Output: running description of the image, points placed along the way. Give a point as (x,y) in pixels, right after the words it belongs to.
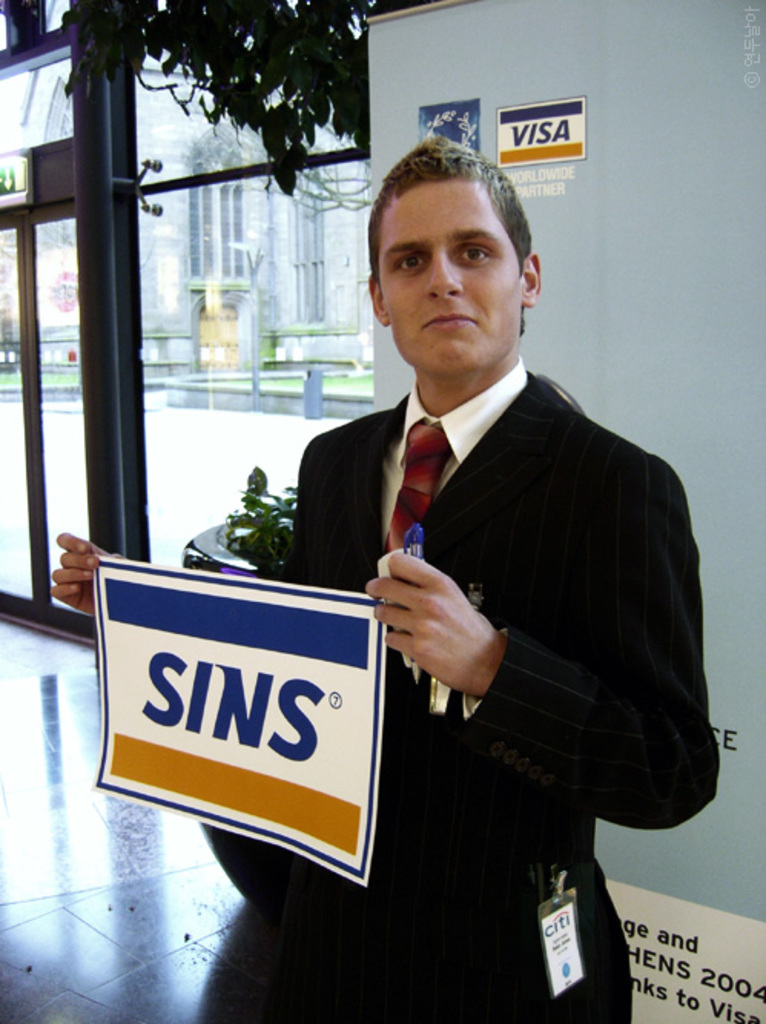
In this image I see a man (480,400) who is wearing a suit (320,502) and I see that he is holding a poster (142,637) on which there is a word (216,689) written and I see that he is holding a pen (413,665) too and I see the id (555,903) over here and I see the floor (24,727). In the background (275,8) I see something is written over here and I see 2 more posters (476,146) over here and I see the glasses (272,218) through which I see a building (179,249) over here and I see the path (75,450) and I see the leaves (194,66).
